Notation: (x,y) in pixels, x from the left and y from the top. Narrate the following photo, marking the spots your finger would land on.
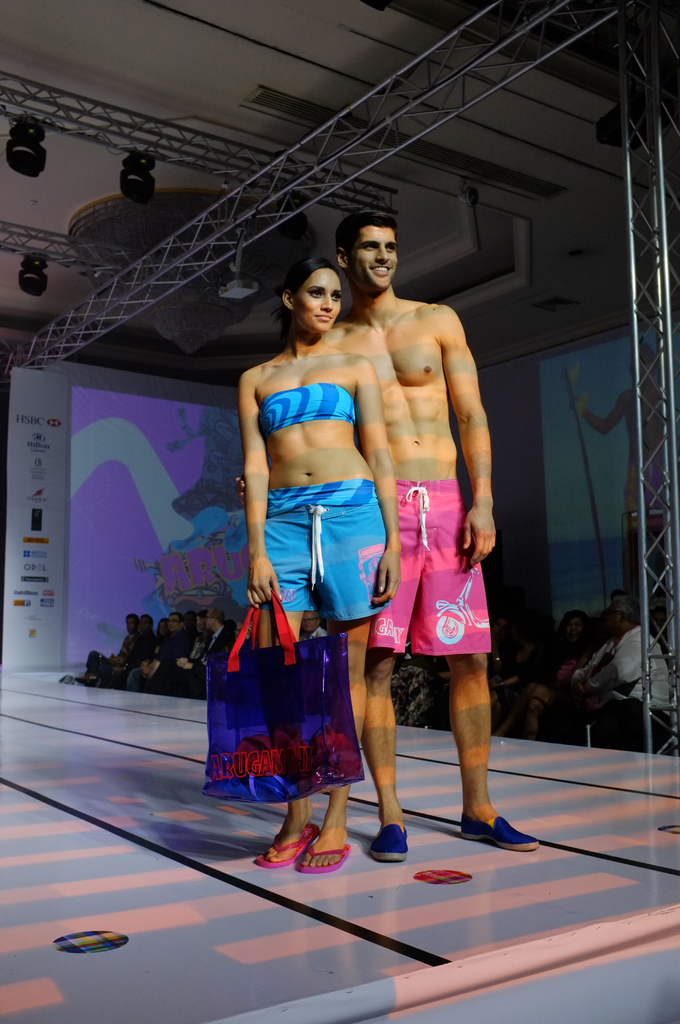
These two people (354,405) are standing on a stage (449,825). This woman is holding a bag (324,658). Here we can see a hoarding (65,552), focusing lights (41,126), rods (186,282), screens (150,493), chandelier (202,232) and audience (530,680).
